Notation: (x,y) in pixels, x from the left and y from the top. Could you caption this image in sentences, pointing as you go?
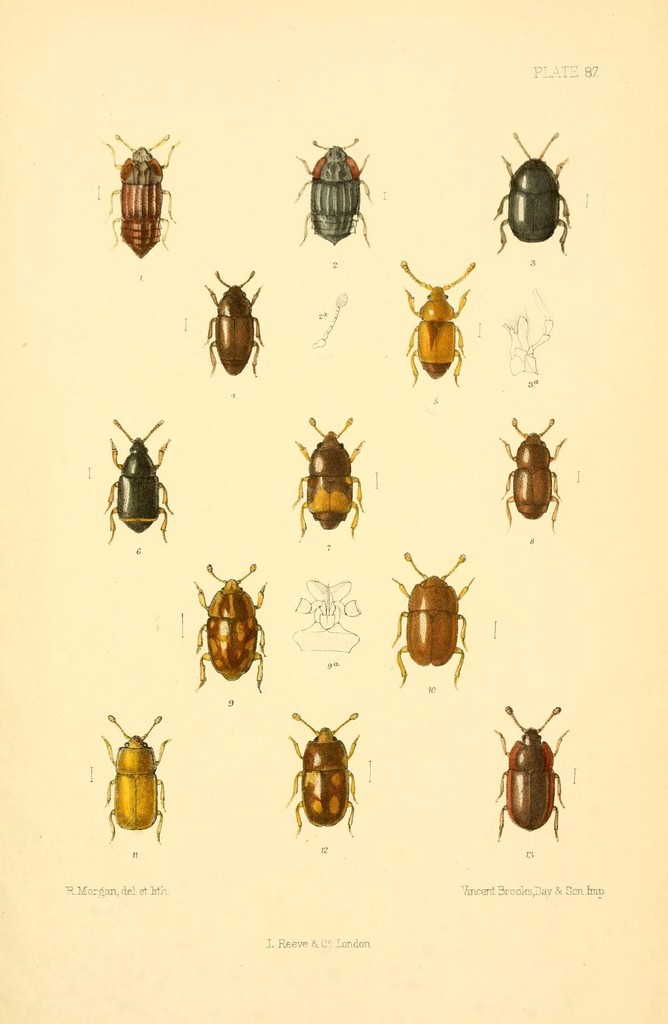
In this image there are pictures of different insects (422,351) on the paper (394,297) and there is text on the paper (243,551).
